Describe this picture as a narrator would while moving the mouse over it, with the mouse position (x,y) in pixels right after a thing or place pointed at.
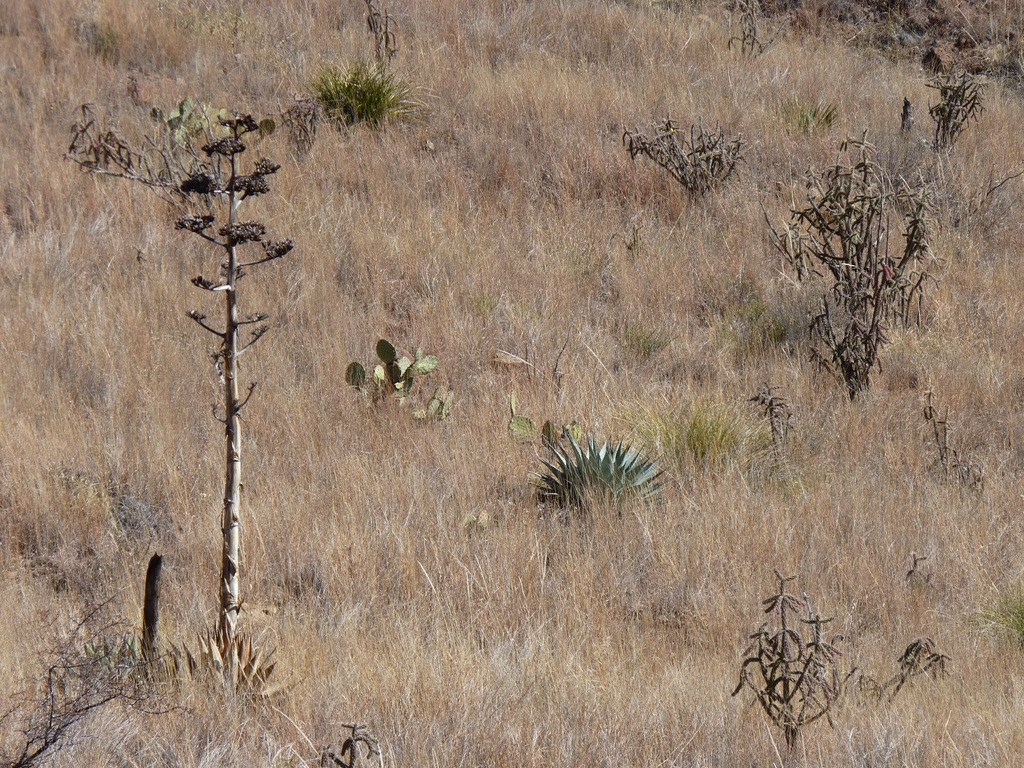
In this picture we can see trees (778,588), plants (778,588) and grass (725,587) on the ground (378,523).
